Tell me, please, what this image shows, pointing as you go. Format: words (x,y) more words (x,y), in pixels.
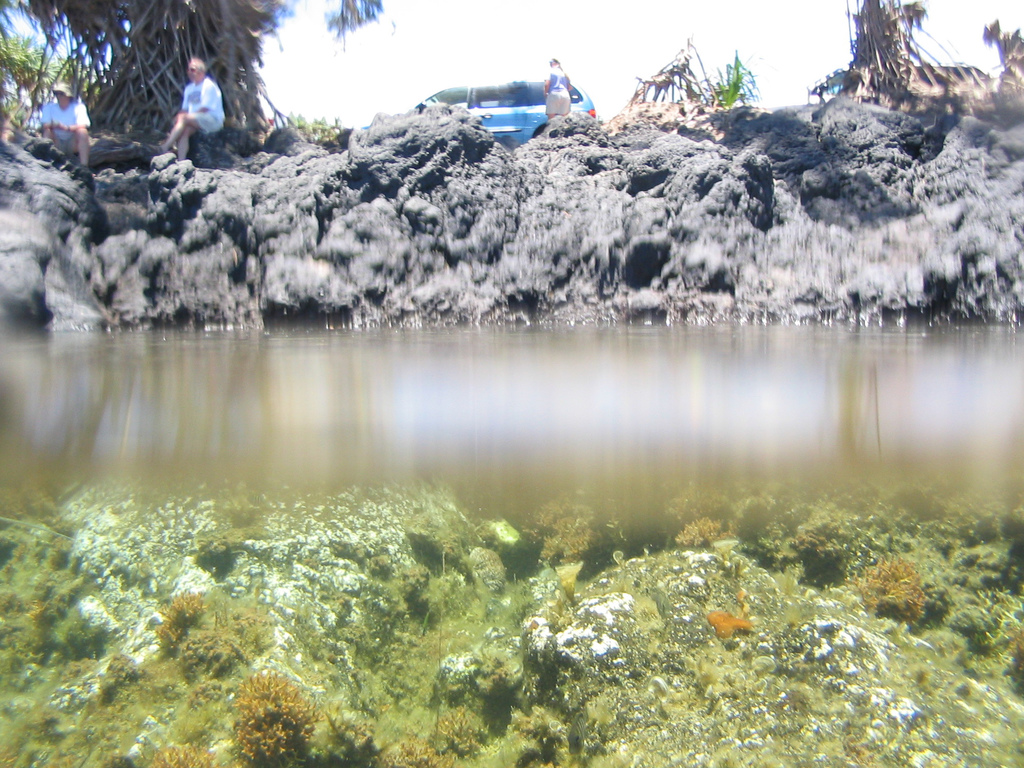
At the bottom of the image (381,651) we can see there is some algae (281,673) and plants (924,630) below the water (480,516). At the top of the image (542,120) there are two people (210,102) sitting on a rock (439,221) which are beneath the tree (240,121) and there is a car (515,119) parked, in front of the car (579,105) there is a person (566,89) standing. In the background (468,32) there is a sky (660,34).
